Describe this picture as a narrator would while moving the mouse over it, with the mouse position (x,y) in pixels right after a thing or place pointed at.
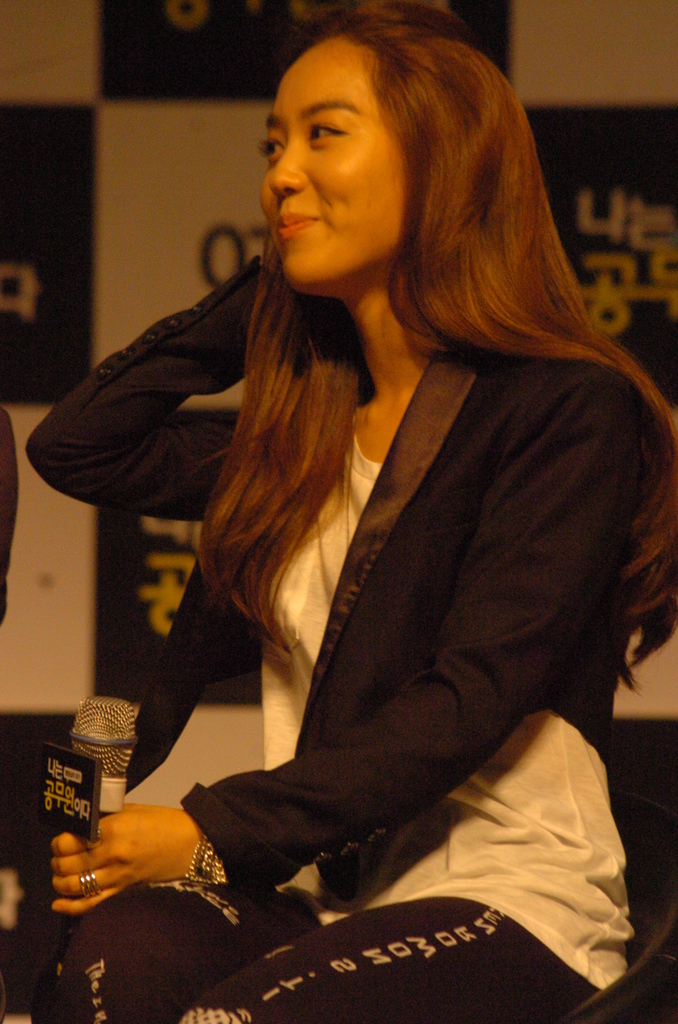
A woman (416,629) is sitting and holding mic (76,808) in her hand (173,818). In the background (51,531) there is a hoarding (51,583).
